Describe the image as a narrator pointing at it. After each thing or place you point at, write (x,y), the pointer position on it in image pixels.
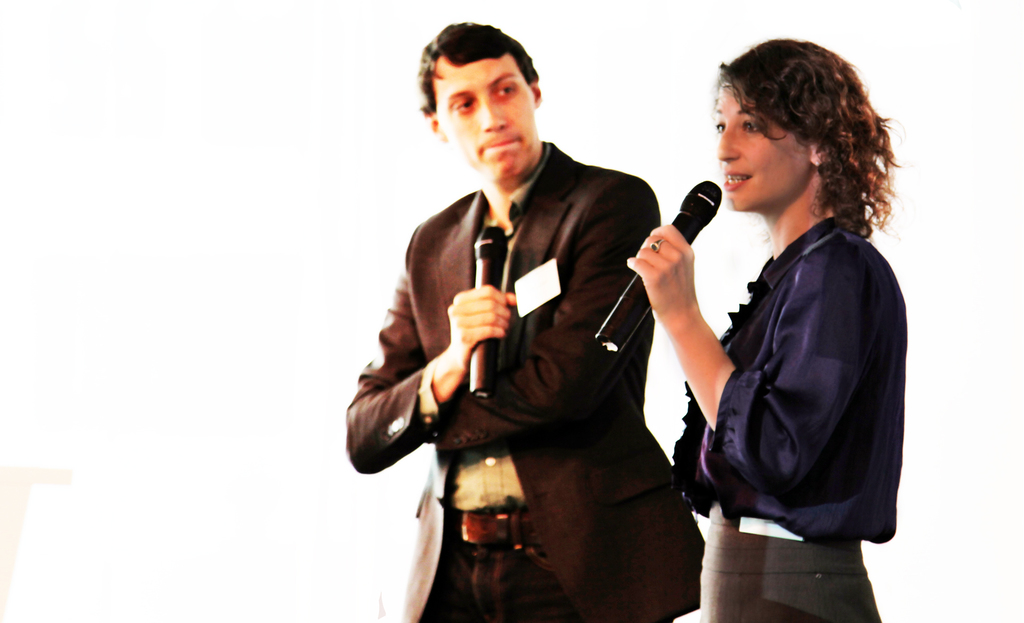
In this picture we can see woman (688,255) holding mic (691,197) in her hand (668,280) and talking and beside to her man (478,204) holding mic (494,379) and looking at this woman (748,387) where this person (457,256) wore blazer (443,294).
